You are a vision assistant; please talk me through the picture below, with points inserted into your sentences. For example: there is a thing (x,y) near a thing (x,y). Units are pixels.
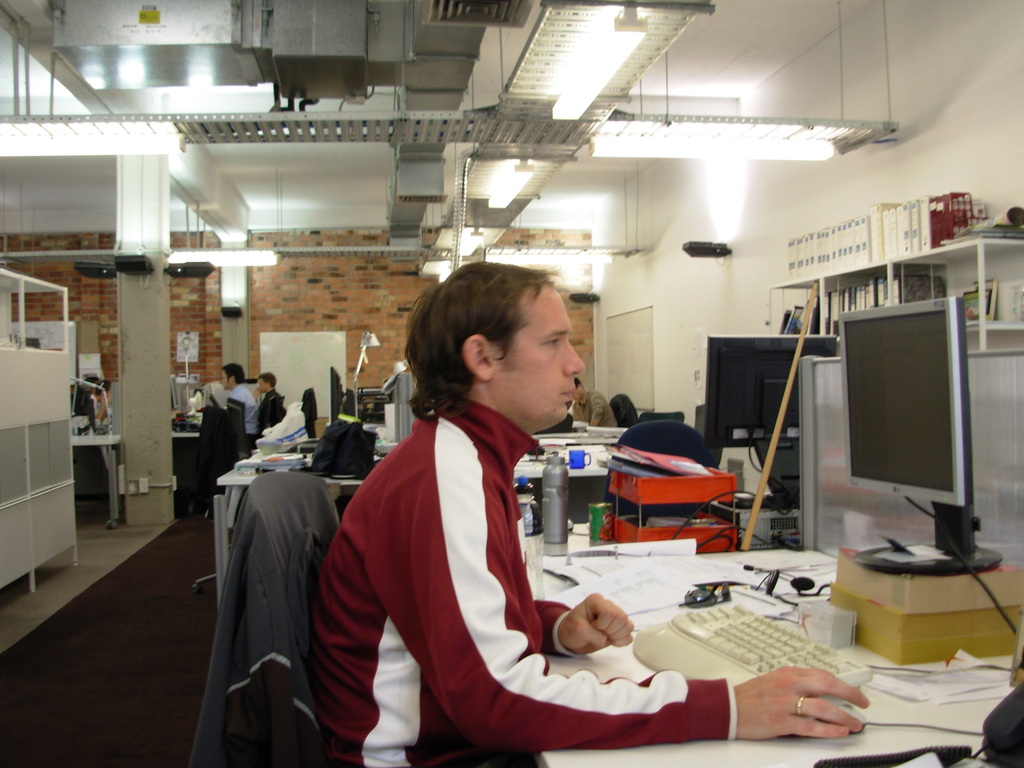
In this image we can see a person (521,595) sitting on a chair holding a mouse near a table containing a monitor (902,562), keyboard (796,645), papers (648,596), cup (573,456), box (676,528) and a bottle (551,518). On the backside (252,392) we can see some people (248,407) sitting. We can also see a wall (353,258), ceiling lights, a roof (449,157), floor (192,575), cupboard (26,464) and some books (865,289) in the shelves (886,286).
